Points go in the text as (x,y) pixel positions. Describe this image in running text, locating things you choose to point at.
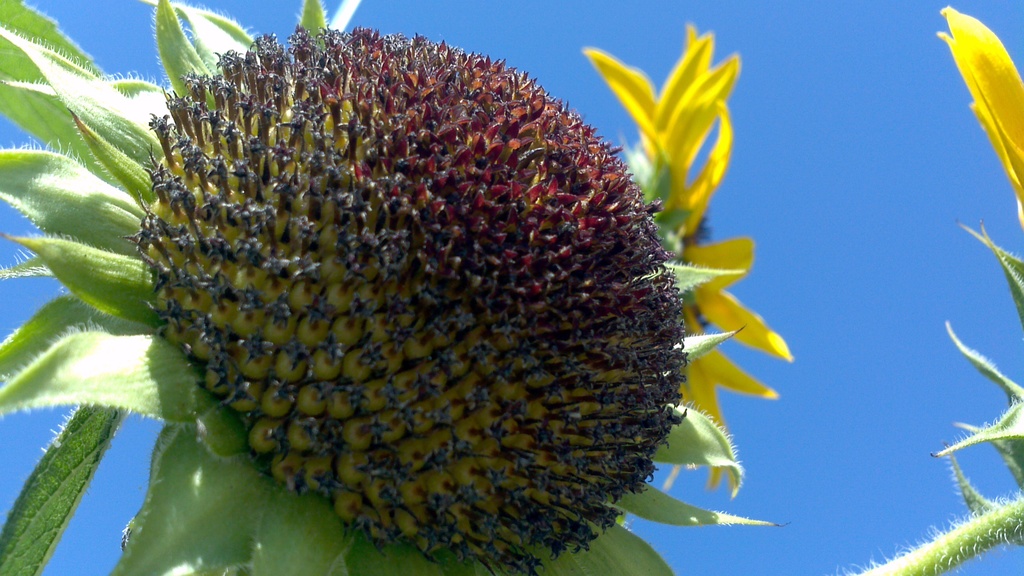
In this image we can see a flower (620,162), there are yellow petals (715,174), there is sky (743,139) at the top (800,116).
